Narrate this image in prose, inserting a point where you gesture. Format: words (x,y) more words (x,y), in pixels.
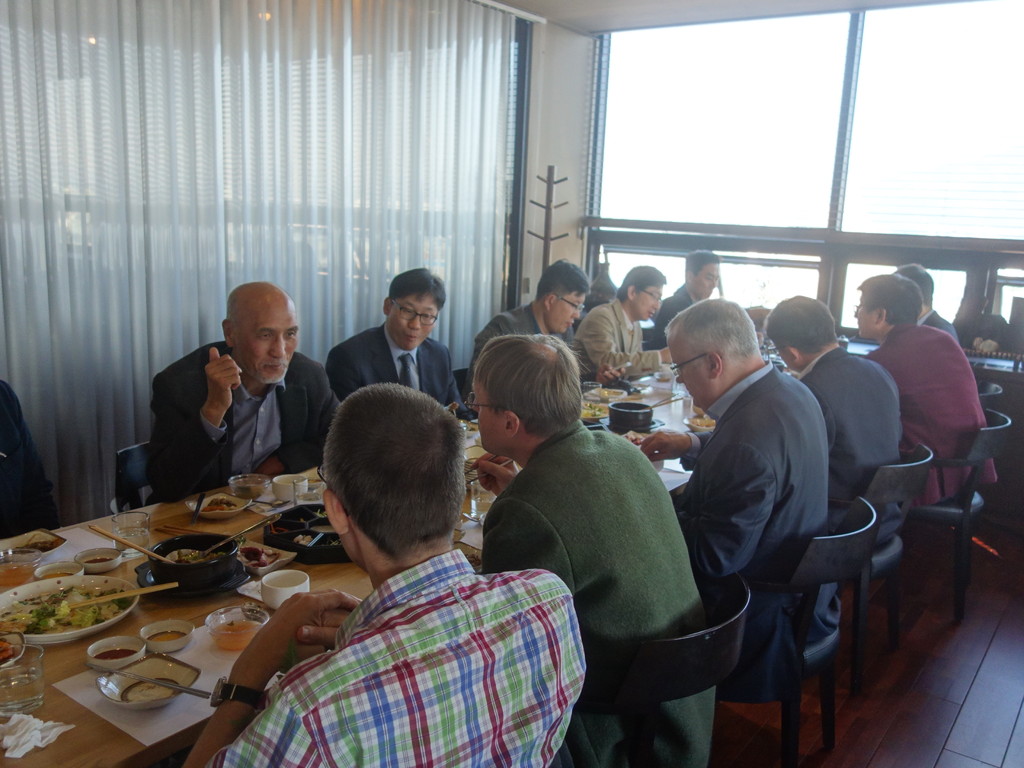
A picture inside of a room (377,326). This persons (554,297) are sitting on chair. In-front of this person (835,469) there is a table (210,607), on table (113,630) there is a plate (98,630), bowls (168,627), chopsticks (172,686) and food (71,593). This is a curtain (98,253). This are windows (766,179).
